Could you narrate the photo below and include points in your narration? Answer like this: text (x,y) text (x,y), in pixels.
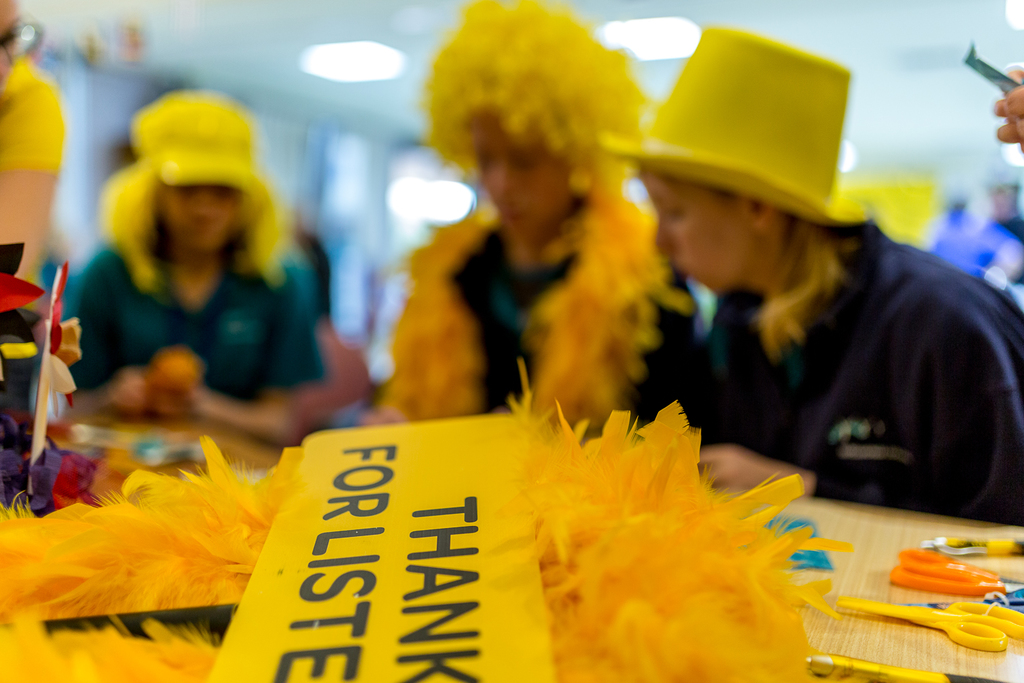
In this image we can see group of persons (207,310) wearing a yellow cap (740,167) sitting in front of a table (926,535). In the foreground (360,583) we can see a signboard (367,533) with some text (455,552). On the right side (903,551), we can see the group of scissors (957,619).
